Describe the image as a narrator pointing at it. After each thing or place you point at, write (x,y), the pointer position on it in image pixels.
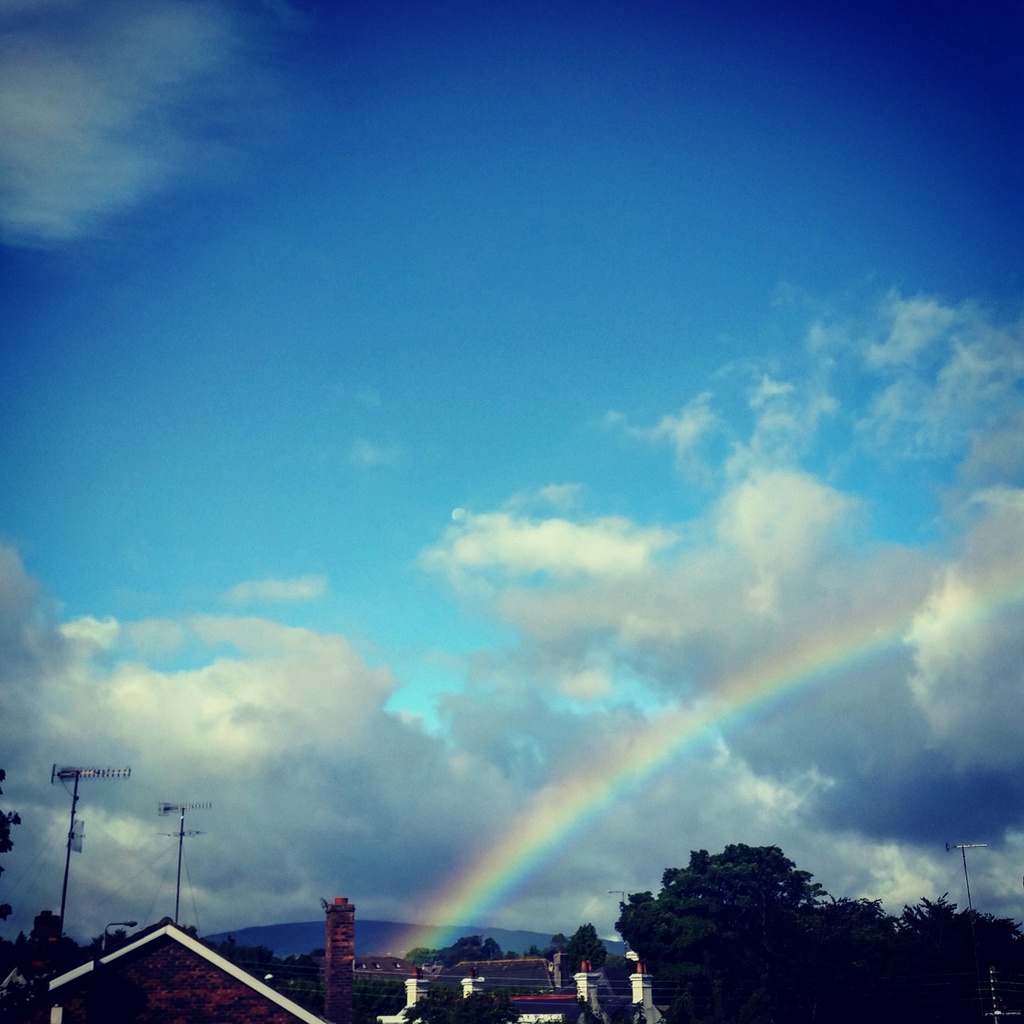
In the image there are many trees (655,964), a house (147,976) and some poles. In the background (272,528) there is a sky (740,615) and in the sky (641,702) there is a rainbow (741,680).
